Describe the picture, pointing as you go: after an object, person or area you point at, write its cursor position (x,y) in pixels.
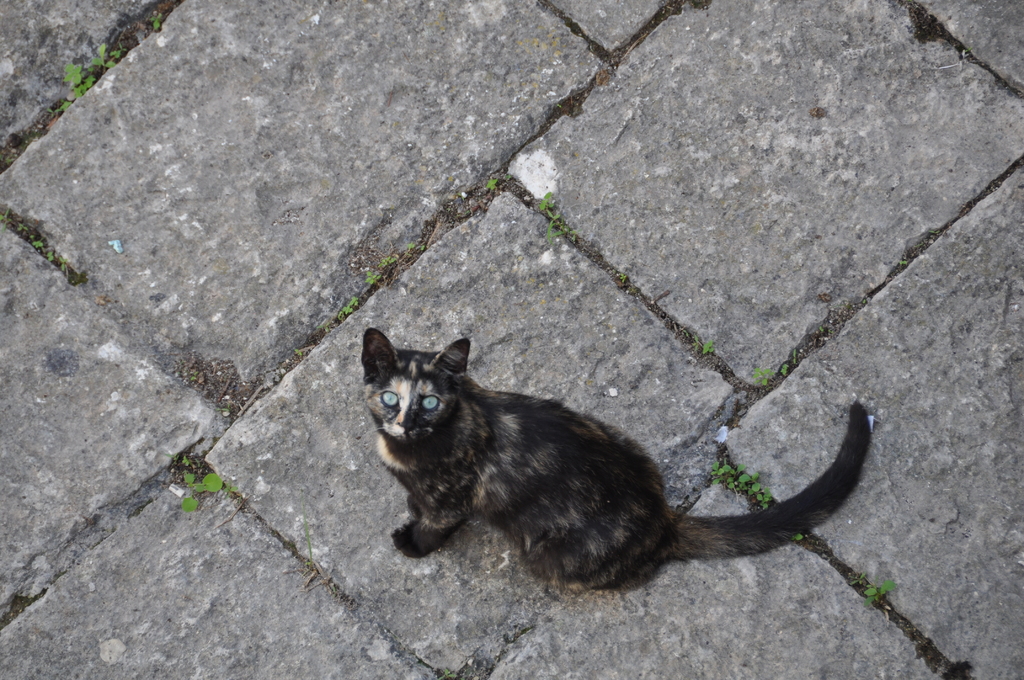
In this image in the front (474,443) there is cat (488,454) on the ground (481,255) and there is grass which is visible on the ground (66,340).
